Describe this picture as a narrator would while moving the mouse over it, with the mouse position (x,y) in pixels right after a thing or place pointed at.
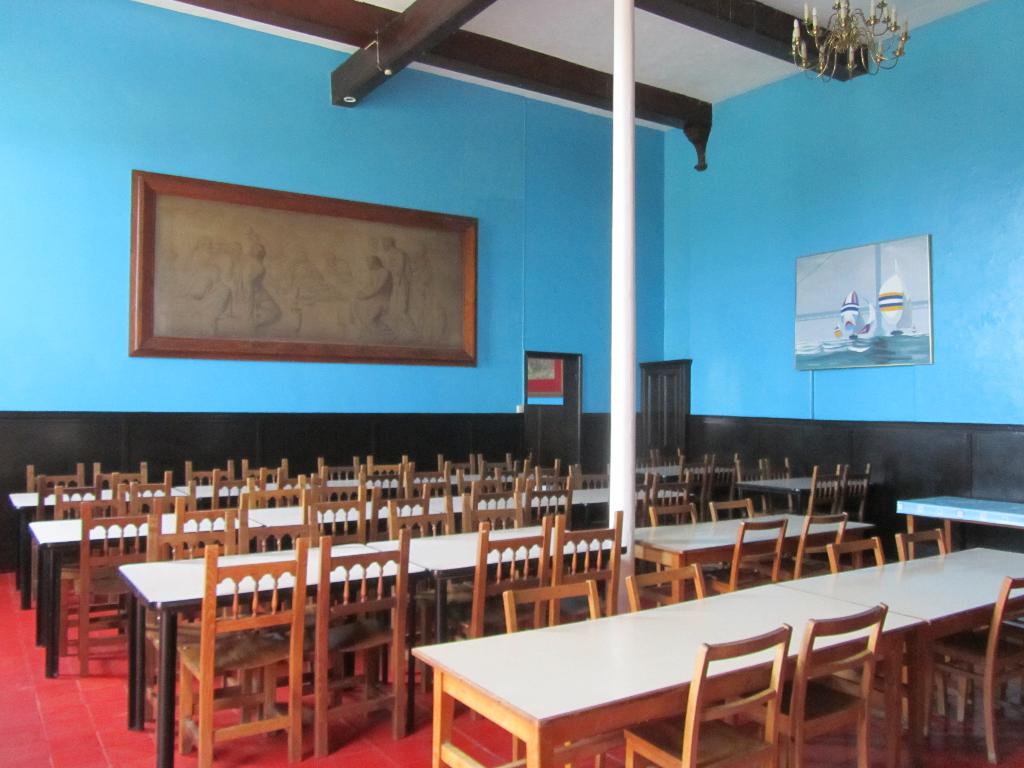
This is an inside picture of the room (468,409), there are some chairs (295,689), tables (286,519) and photo frames (410,302) on the wall (825,378), at the top (619,221) we can see the chandelier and also we can see a pole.
